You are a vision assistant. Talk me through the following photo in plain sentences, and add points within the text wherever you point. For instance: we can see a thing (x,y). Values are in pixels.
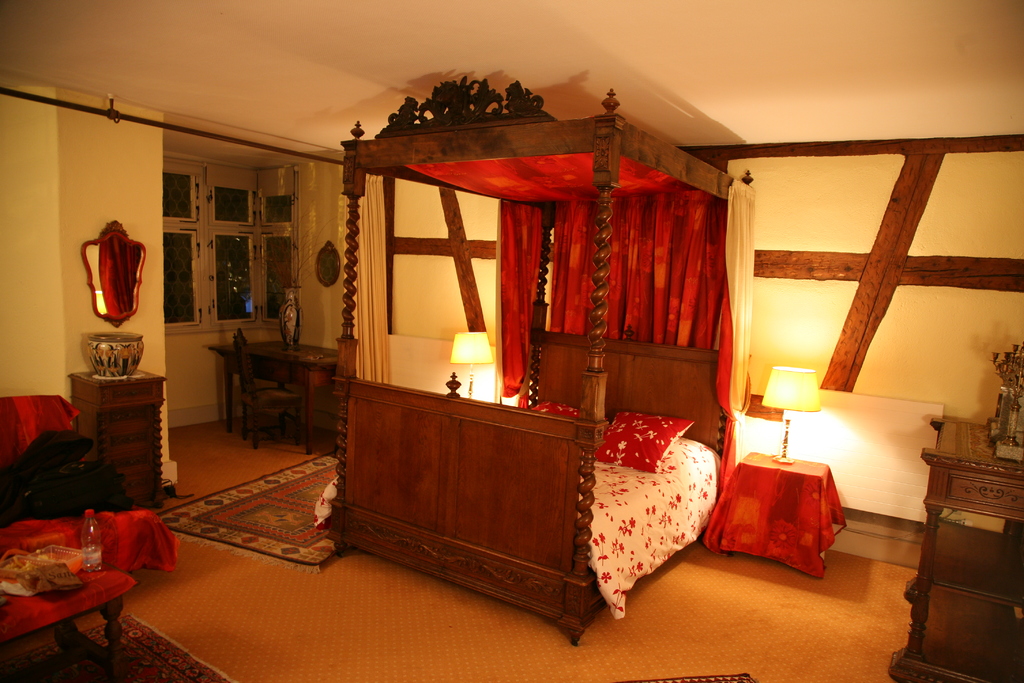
This image is taken in the bedroom (503,435). In this image we can see the bed (555,529) with the pillows (624,457) and also blanket (604,495). We can also see the lamps (468,392), tables (278,373) with some objects (1018,396). Image also consists of the mirror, flower vase (288,323), water bottle (96,558), sofa (108,534), coffee table (118,650) and also carpets (145,653) on the floor (665,618). We can also see the chair (282,400) and also windows (215,236). Wall (27,288) is also visible. At the top (663,90) we can see the ceiling (606,42).
